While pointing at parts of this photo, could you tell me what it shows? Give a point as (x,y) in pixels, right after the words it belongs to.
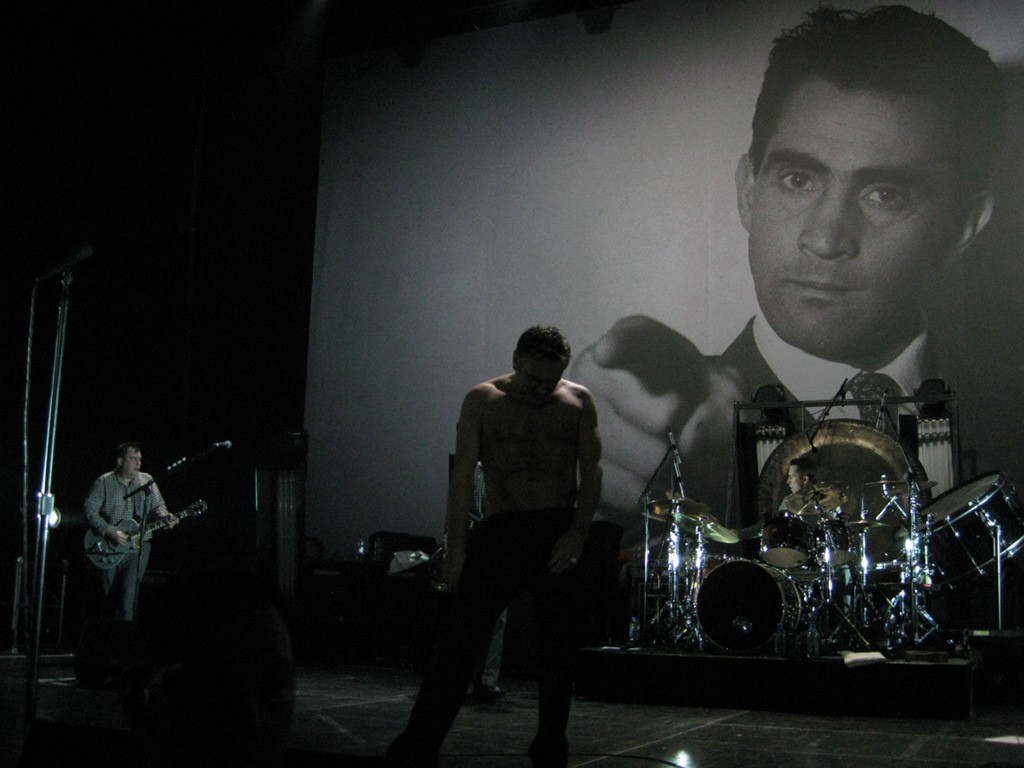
In this picture we can see man (435,660) standing beside to him we have drums (968,505) and on this side person (136,507) playing guitar (128,549) in front of the mic (147,524) and in background (628,132) we can see banner (666,241) of some person (864,328).
